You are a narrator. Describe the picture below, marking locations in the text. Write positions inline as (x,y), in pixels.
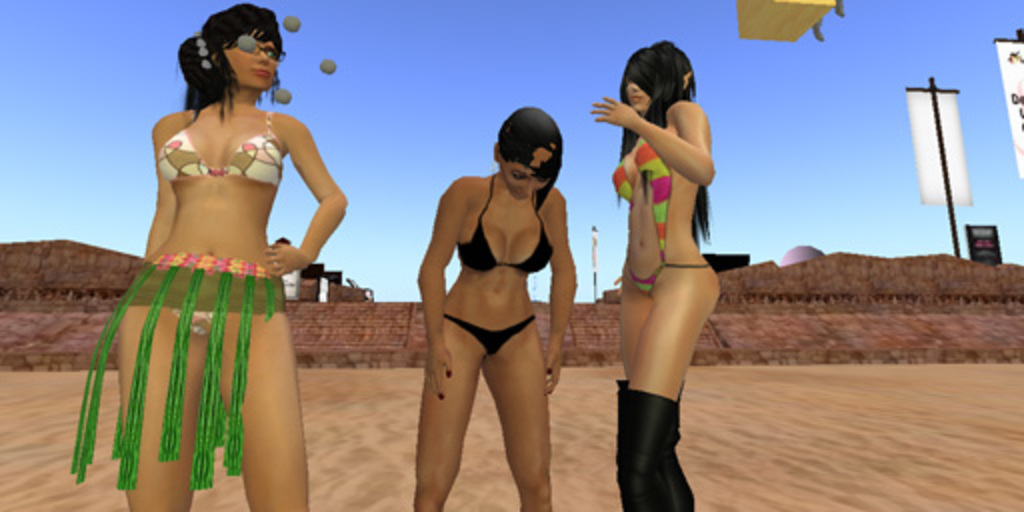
In this picture I can see there is an animated image and there are three women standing and there are a few banners (955,120) at the right side (958,134). There is a wall (996,306) in the backdrop (905,308) and the sky (482,30) is clear.
